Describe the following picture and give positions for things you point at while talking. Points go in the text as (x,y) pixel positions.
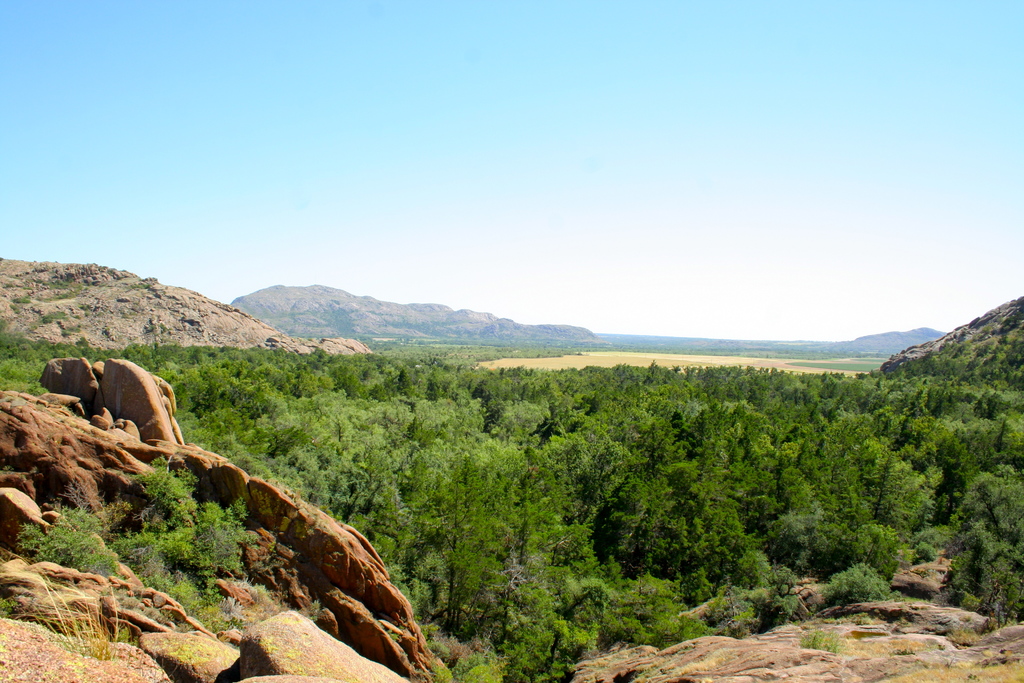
In this image I can see the rocks (180,643) and many trees (424,527). In the background (364,344) I can see the mountains (432,315) and the sky (357,225).
